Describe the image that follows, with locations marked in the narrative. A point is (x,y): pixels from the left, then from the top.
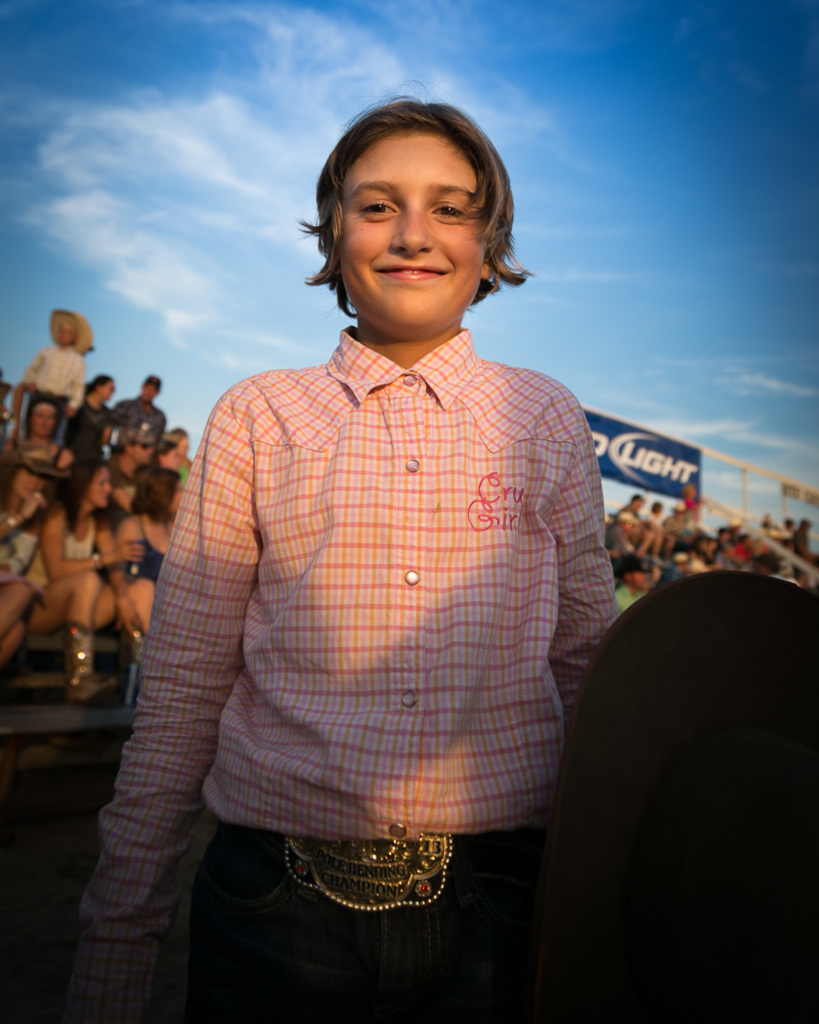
In this picture I can see a boy (355,533) who is standing in front (382,567) and I see that he is smiling. In the background (8,619) I see number of people (30,461) in which most of them are sitting and few of them are standing and I see the sky (172,197) and I see something is written on this board (645,459).
